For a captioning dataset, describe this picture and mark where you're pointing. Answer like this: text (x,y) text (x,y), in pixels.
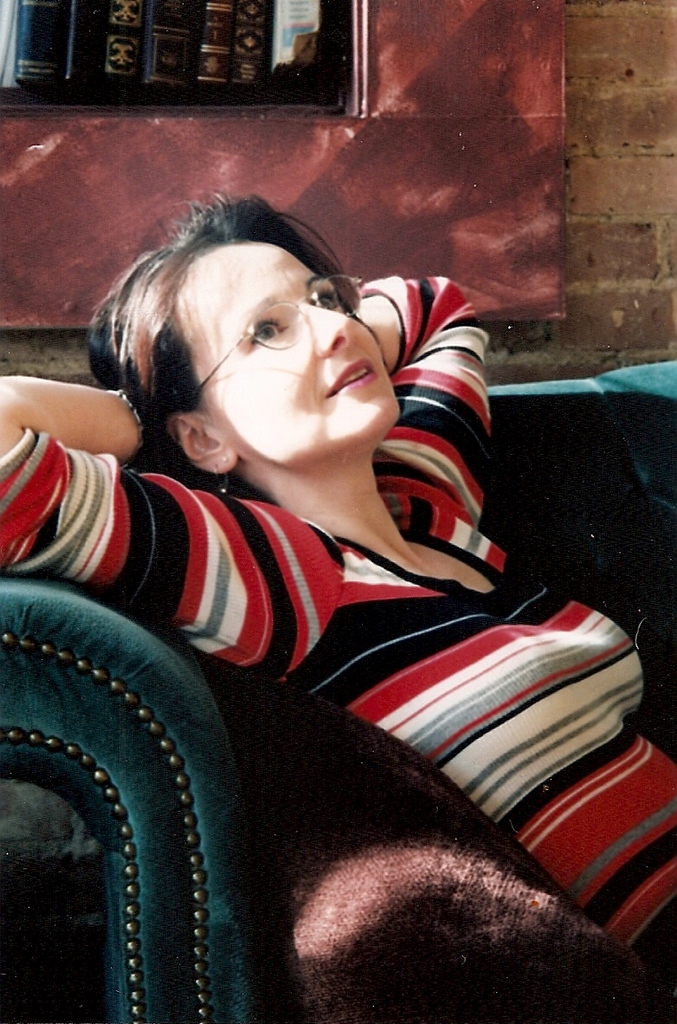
In this picture I can see a woman (186,243) sitting on the couch (151,846), and in the background (252,165) there are books (19,58) and there is a wall (675,251).
